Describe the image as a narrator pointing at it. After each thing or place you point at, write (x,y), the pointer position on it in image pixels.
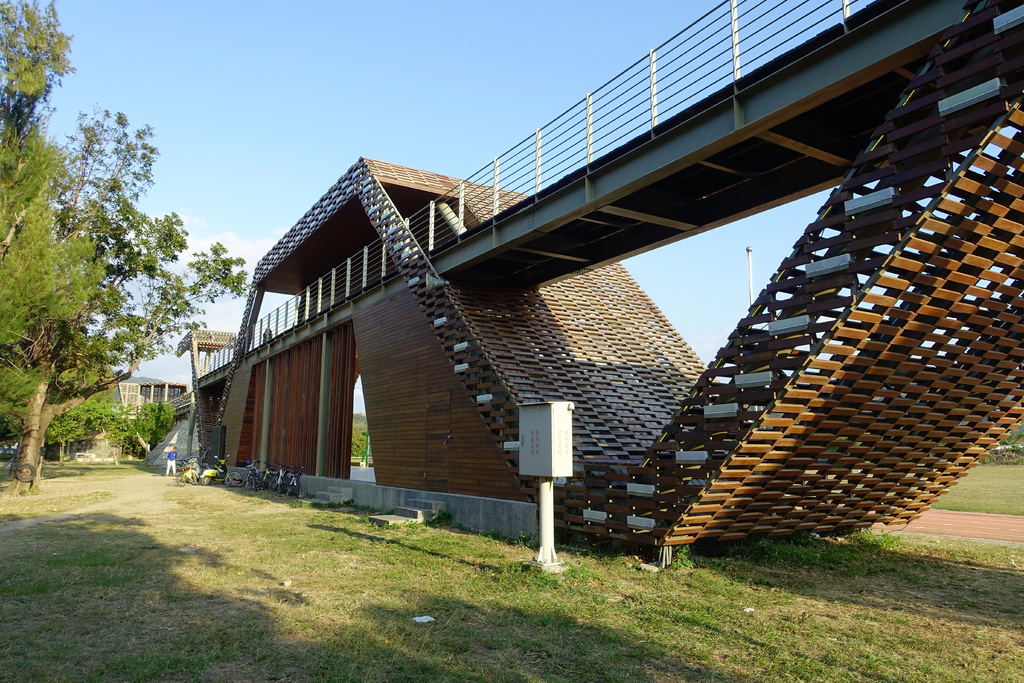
This image is clicked outside. There is something like building (858,435) in the middle (408,385). There are trees (77,332) on the left side (66,379). There is a person (169,457) on the left side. There are so many bikes (238,474) and cycles (252,478) in the middle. There is sky (411,117) at the top (338,138). There is grass (501,618) at the bottom (539,628).
